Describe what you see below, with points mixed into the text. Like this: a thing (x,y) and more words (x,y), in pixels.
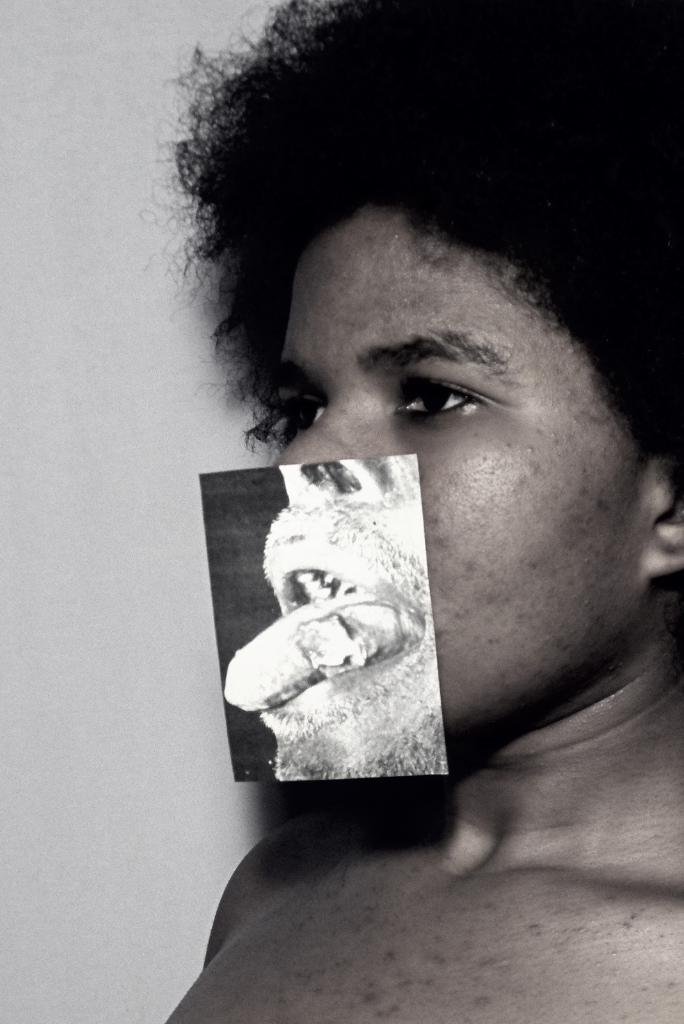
This is a black and white image, in this image there is a man (539,633), on his face (309,449) there a picture (404,539) of a mouth (375,643), in the background (149,389) there is a wall (110,861).
